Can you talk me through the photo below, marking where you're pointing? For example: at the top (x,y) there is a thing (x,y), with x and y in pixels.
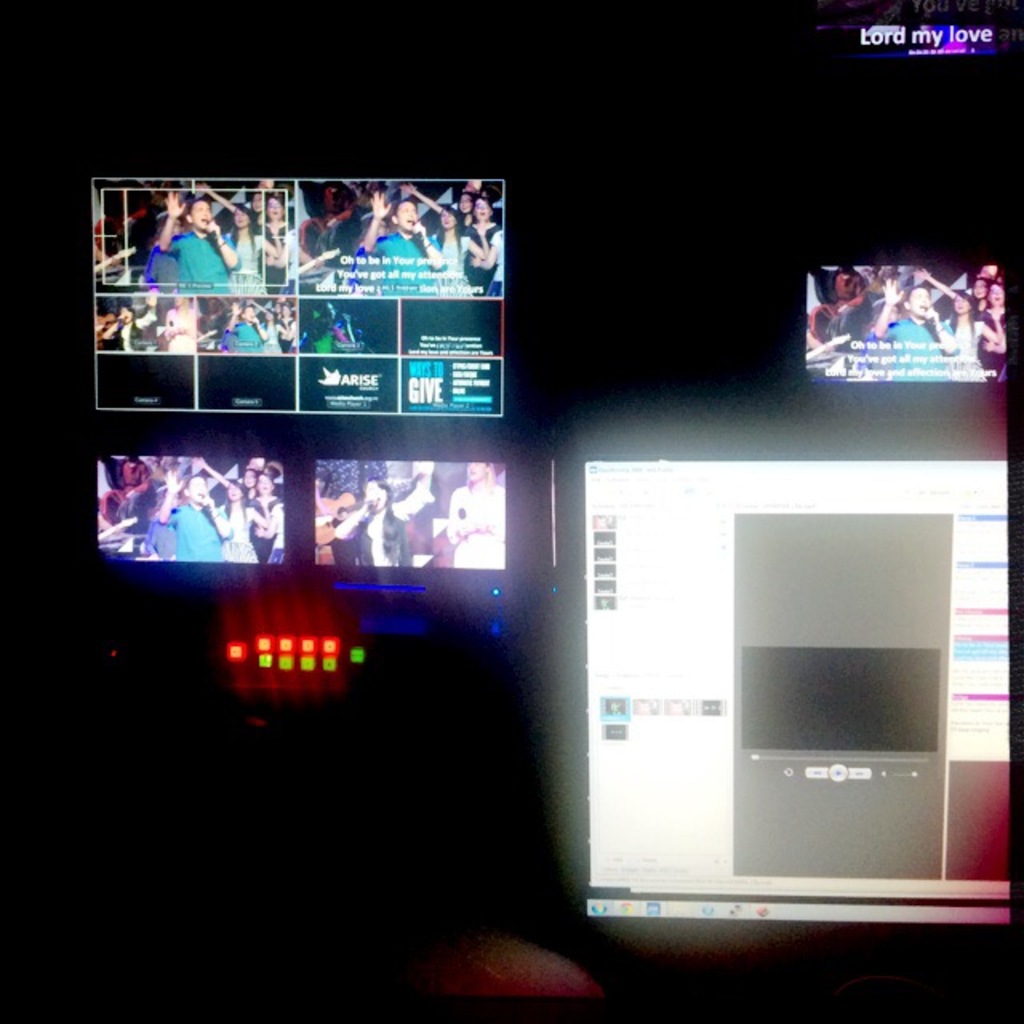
In this image we can see screens (768,688). On the screens (768,688) there are images (203,348) and text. In the background (8,328) it is dark.
